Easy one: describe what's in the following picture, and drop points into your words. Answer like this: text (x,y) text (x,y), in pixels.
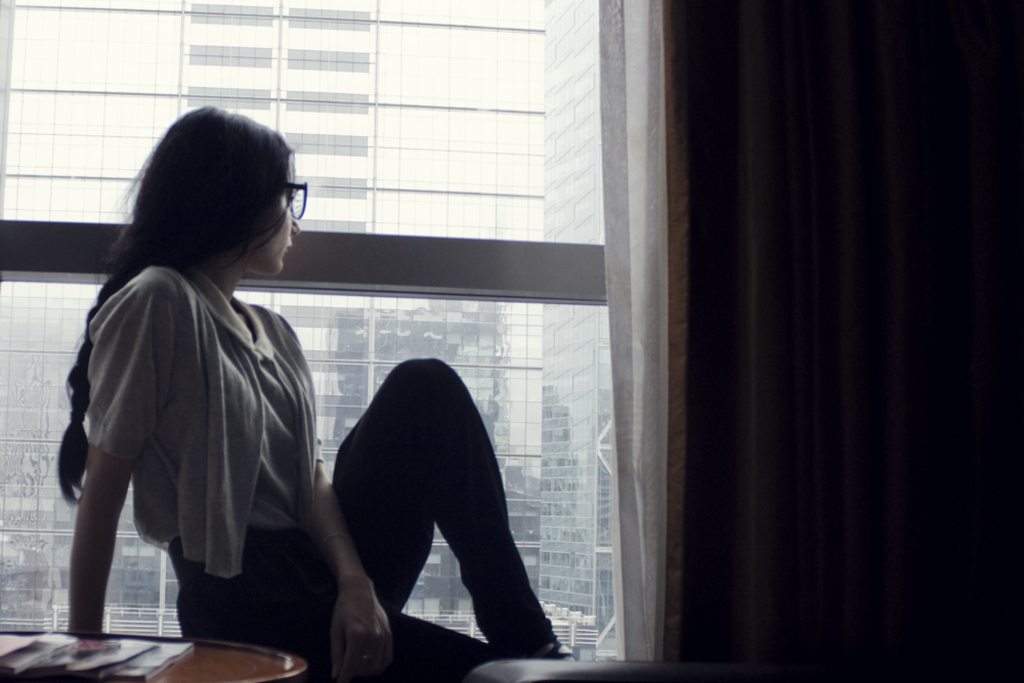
In this picture I can see a woman (179,516) sitting, there are some objects (131,645) on the table (131,645), and in the background (243,42) there is a window (243,42). Through the window (303,227) I can see a building (470,231).
